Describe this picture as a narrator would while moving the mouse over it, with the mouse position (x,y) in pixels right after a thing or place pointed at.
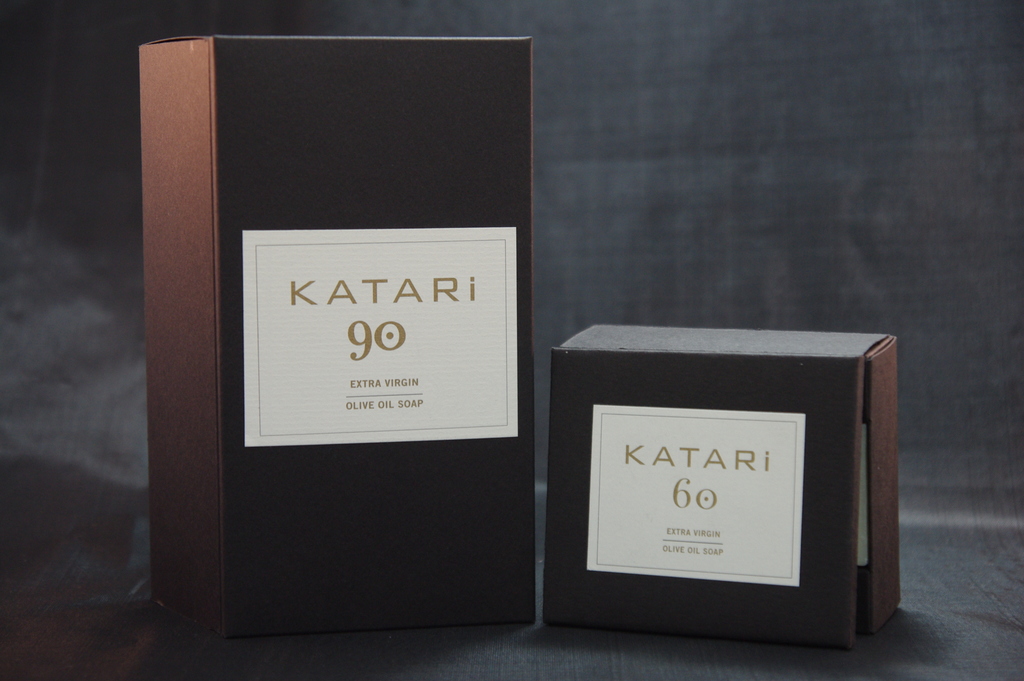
In this image I can see two boxes (461,378) on the surface (483,650). On the boxes (467,474) I can see white color labels (488,433). I can also see something written on the boxes (468,456).
